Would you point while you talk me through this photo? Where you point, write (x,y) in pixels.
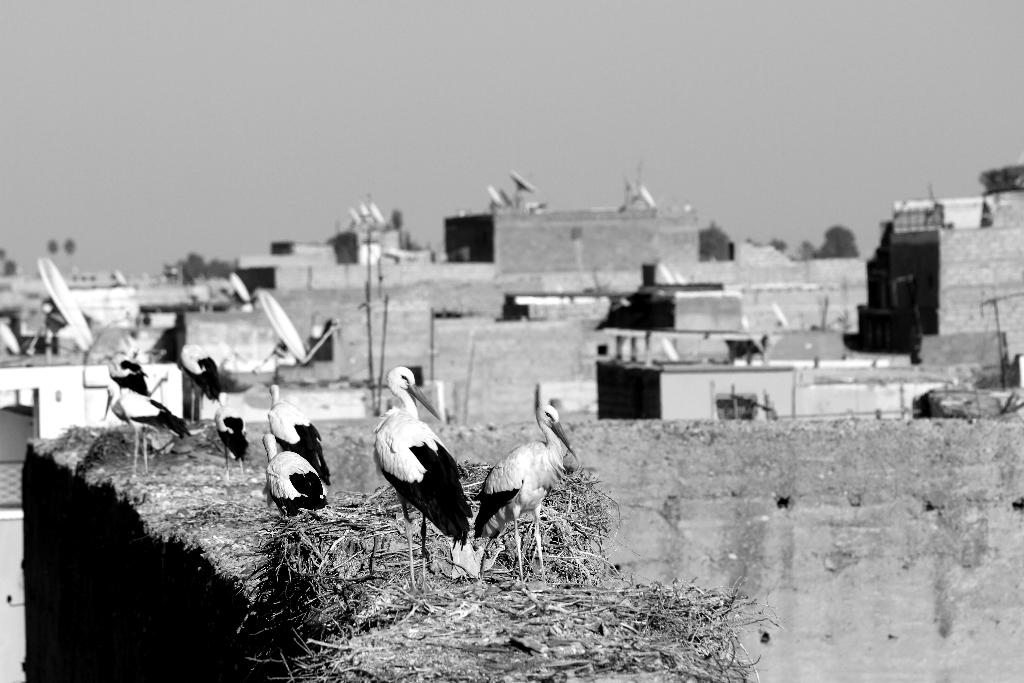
In this image I can see few birds (296,416) over here. In the background (342,359) I can see number of buildings (476,364) and I can also see number of antennas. I can also see this image is black and white in colour.
